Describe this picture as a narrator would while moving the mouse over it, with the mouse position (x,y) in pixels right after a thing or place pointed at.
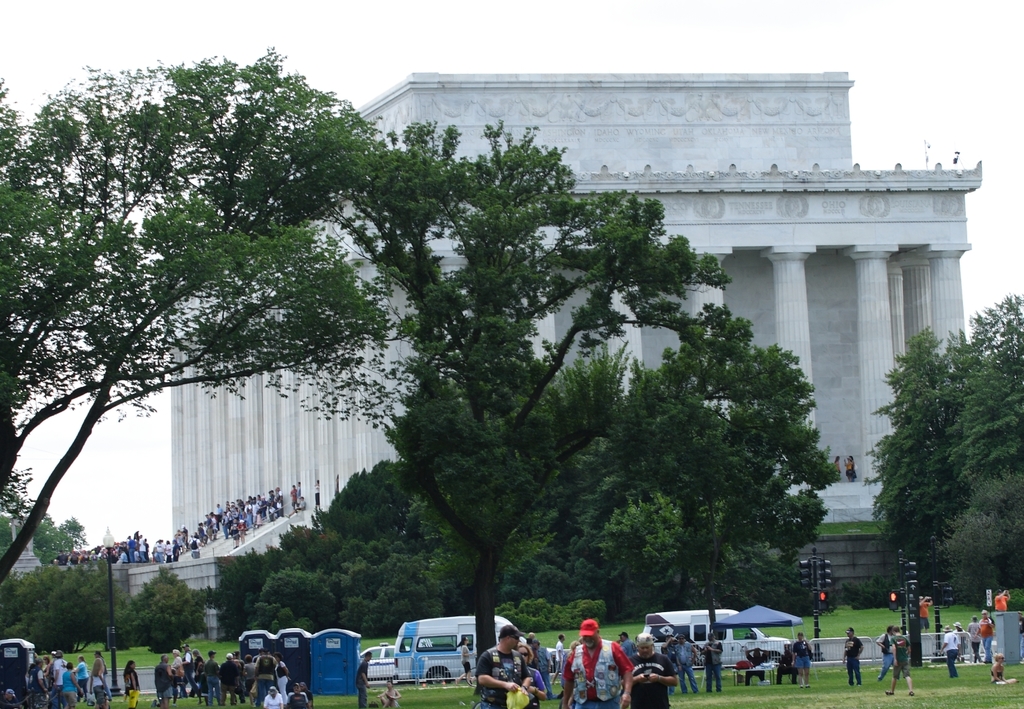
In this image I can see group of people (34,681) standing and I can also see few vehicles (394,647), traffic signals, trees (397,563) in green color. In the background (704,184) I can see the building (667,162) and the sky (333,9) is in white color.
